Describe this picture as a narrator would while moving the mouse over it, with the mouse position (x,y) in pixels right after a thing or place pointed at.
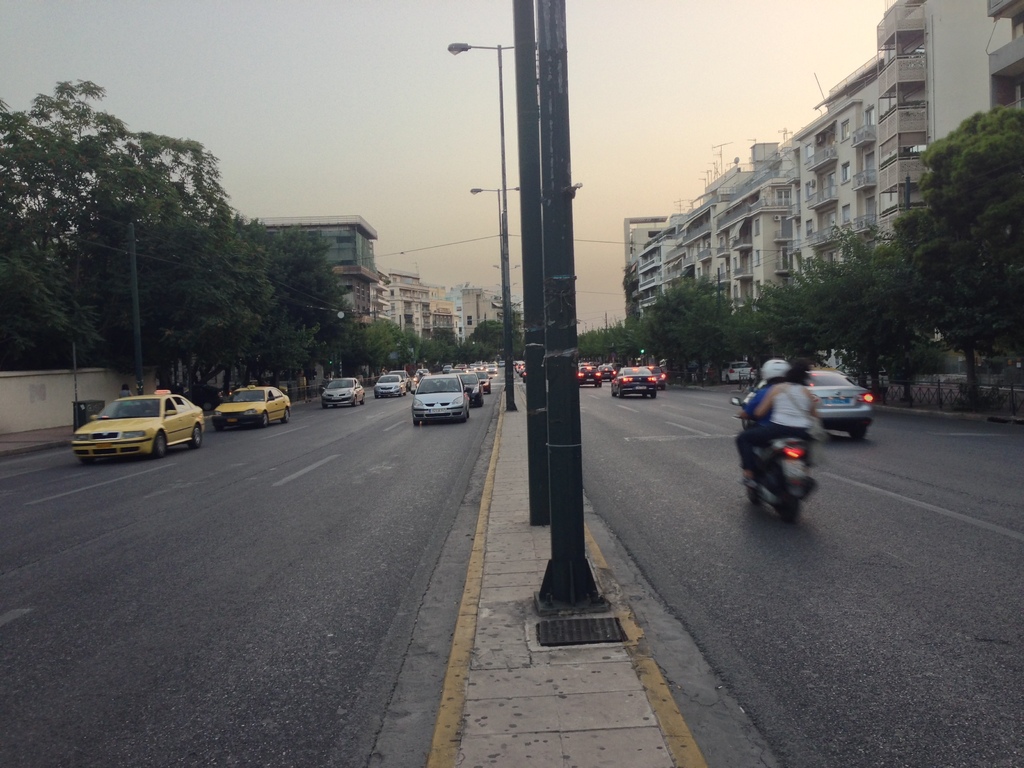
In this image I can see few vehicles (758,488) on the road (737,465), few light poles (551,327), trees (849,278) in green color, buildings (446,310) and the sky (405,116) is in white color.
